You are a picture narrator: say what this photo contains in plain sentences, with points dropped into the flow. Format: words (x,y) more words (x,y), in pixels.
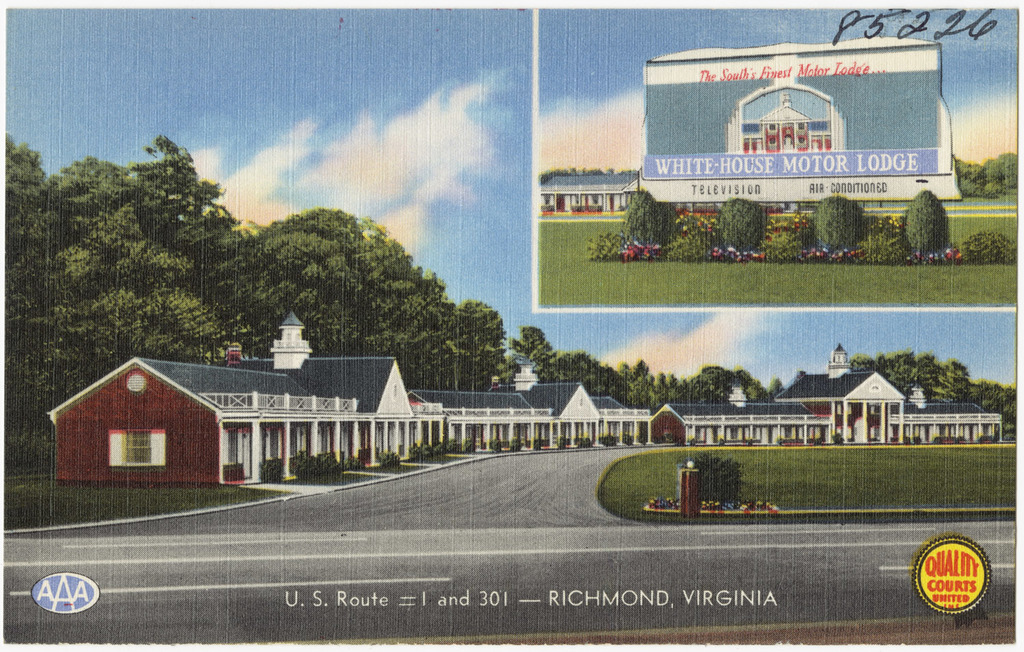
This picture, we see buildings (332,423) with grey color roof (382,380). At the bottom of the picture (409,546), we see road (755,559) and plants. There are trees (617,394) in the background (157,301). At the top of the picture (337,164), we see the sky (405,220). In the right top of the picture (848,150), we see a building (612,195) in white and grey color. This picture might be a painting.
